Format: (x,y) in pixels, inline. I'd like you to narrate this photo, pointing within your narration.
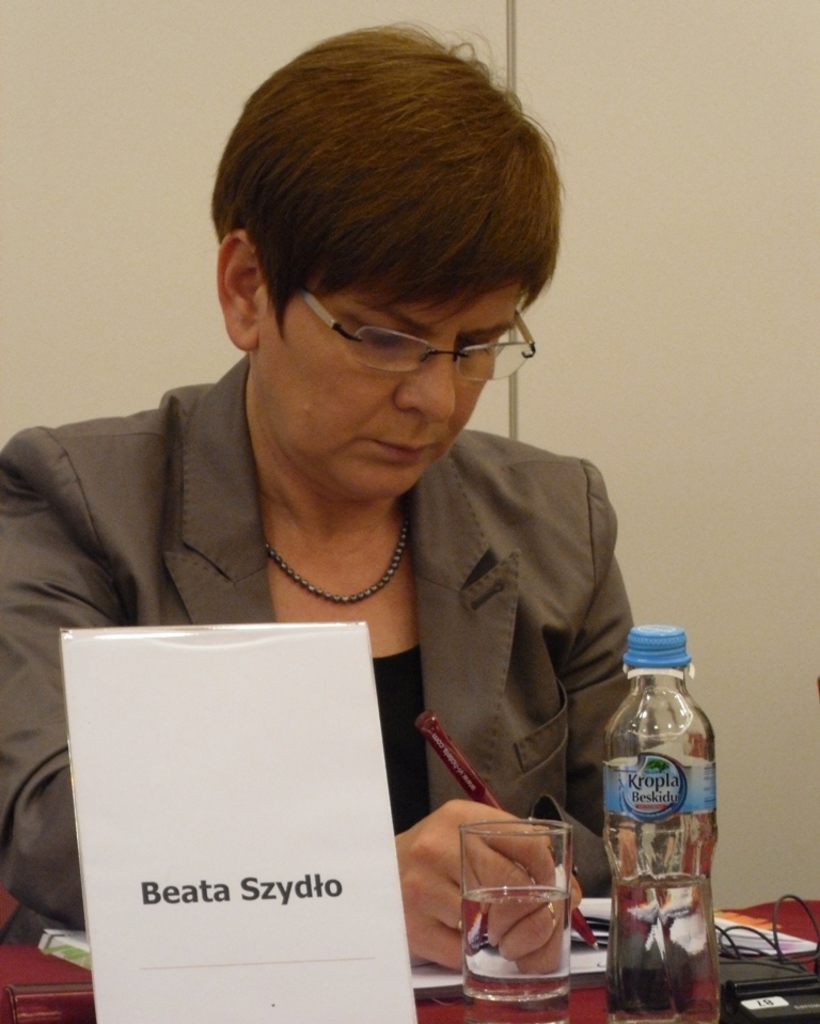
In this image we can see a woman (468,305) sitting while holding a pen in her hand (407,864). We can see glass (563,930), bottle (646,896), name board (260,875) and book (598,948) on the table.
